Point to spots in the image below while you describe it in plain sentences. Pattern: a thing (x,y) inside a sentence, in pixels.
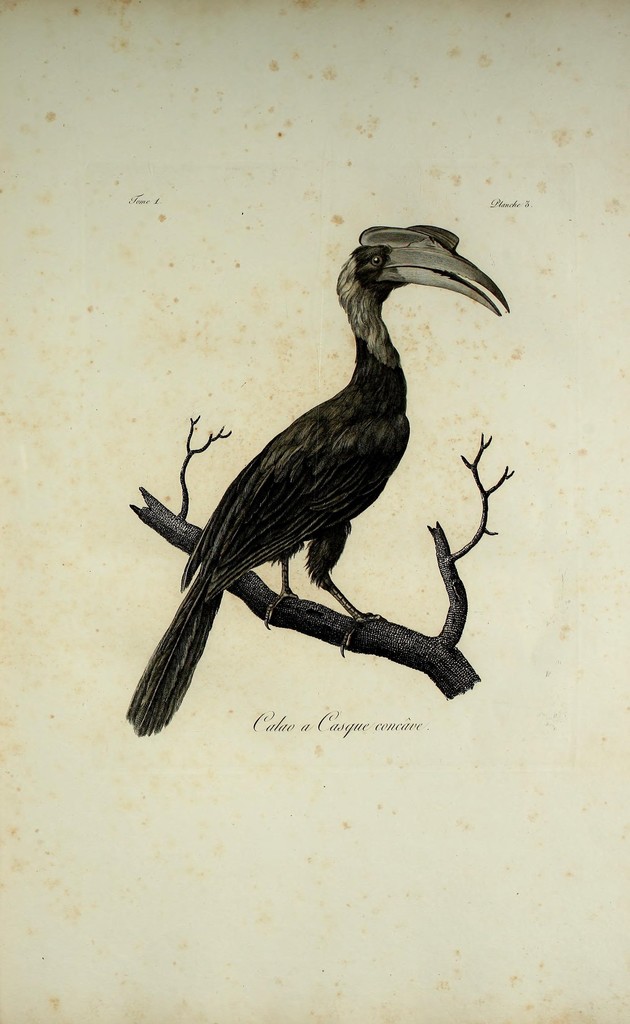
In this image we can see a bird (305,501) is standing on the branch (252,592). Something written under this branch (415,650) and bird (342,454).
